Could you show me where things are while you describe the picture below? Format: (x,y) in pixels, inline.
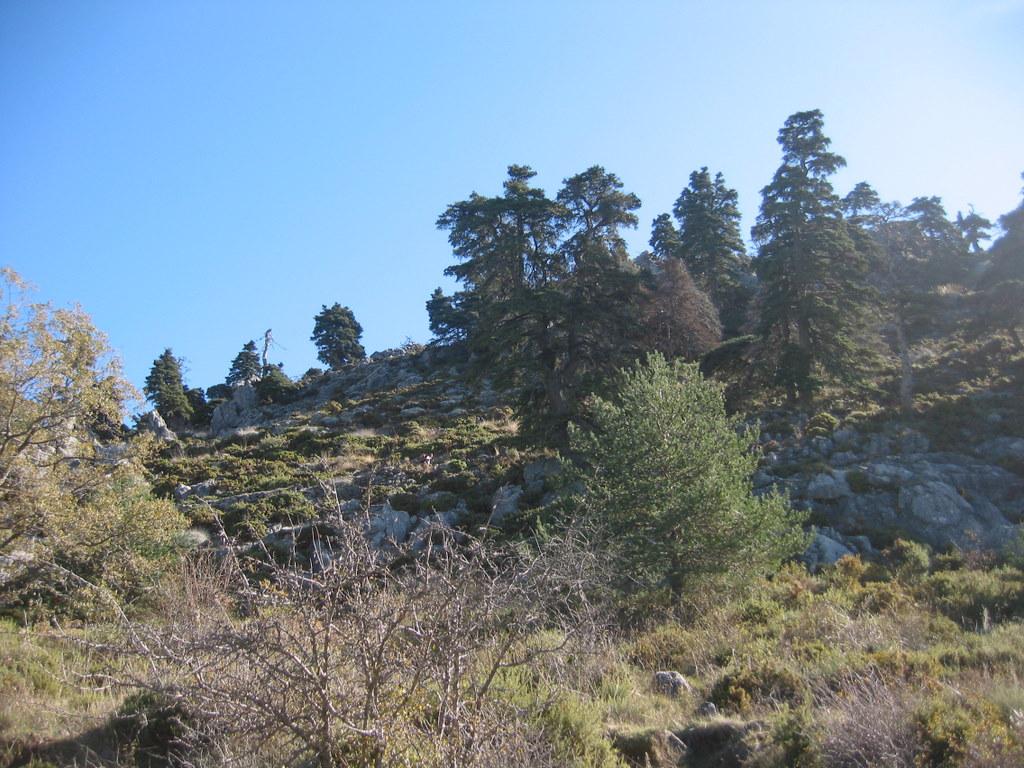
Here we can see plants (687,627), trees (11,311), and rocks (961,472). In the background (928,139) there is sky (928,139).
